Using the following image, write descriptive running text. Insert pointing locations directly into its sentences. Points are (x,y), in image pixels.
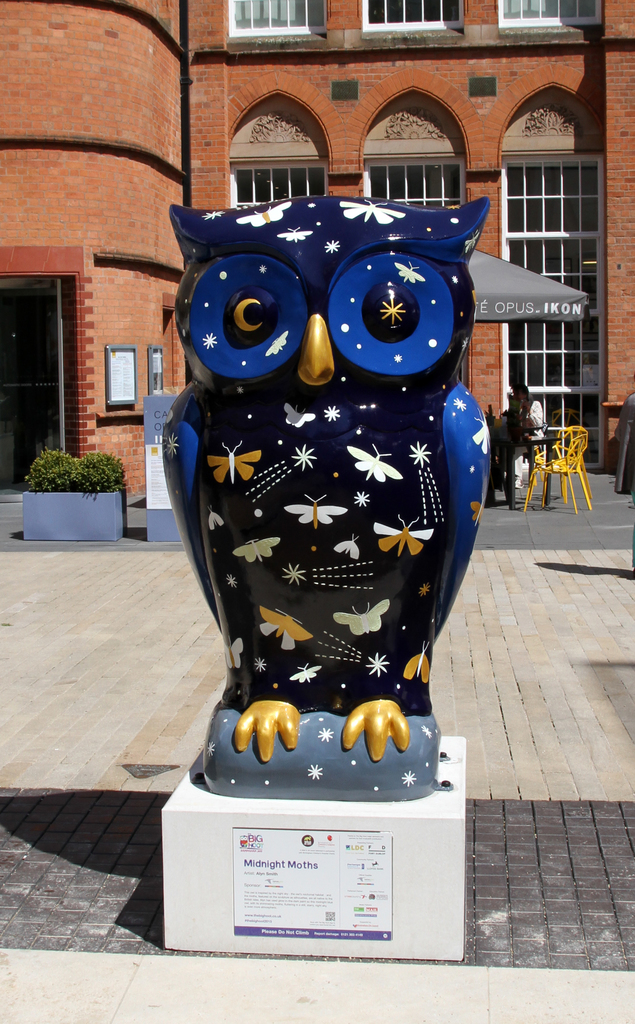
In the middle of the image (218,466) there is a statue (260,455) of the owl (244,360) with blue color and also there are butterflies (298,633) on it. Behind the statue (297,661) there is a building (375,41) with brick walls (141,132), windows (554,201) with glass (417,184) and also to the left side of the image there is a door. In front of the building (235,91) there are yellow chairs (567,458) and also to the left side of the image (44,517) on the footpath (143,520) there is a pot (87,494) with plants (83,460) in it.
